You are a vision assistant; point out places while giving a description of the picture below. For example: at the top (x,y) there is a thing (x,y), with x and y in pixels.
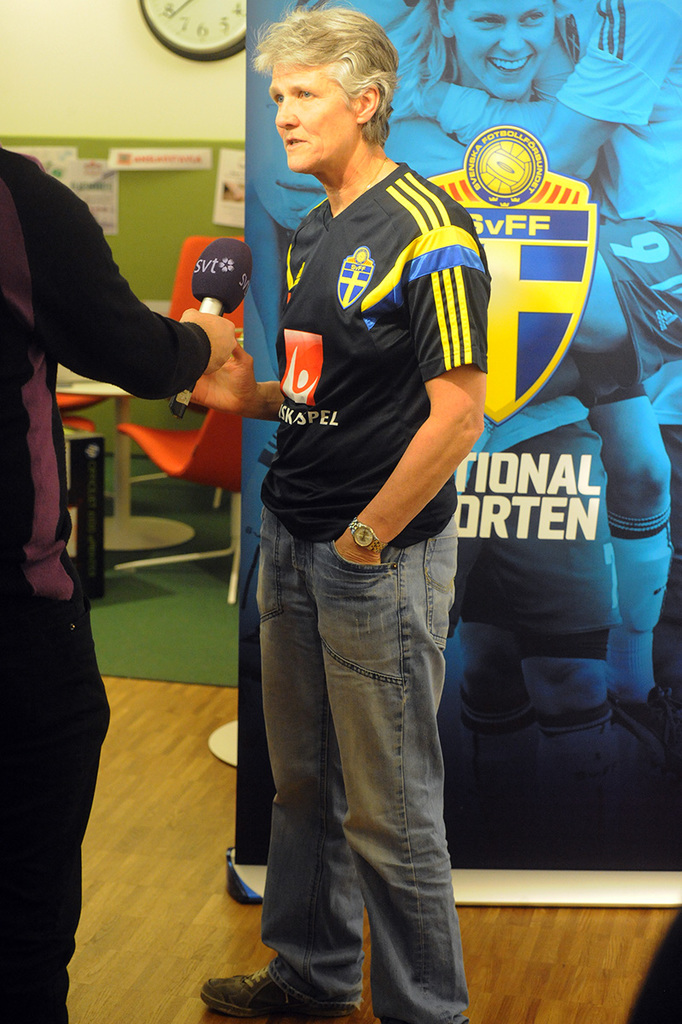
This image consists of two people (276,589) standing and talking. At the bottom (168,926), there is a floor (151,796). In the background (598,419), there is a board (532,194). To the left (95,87), there is a wall (99,59) on which a clock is fixed.
